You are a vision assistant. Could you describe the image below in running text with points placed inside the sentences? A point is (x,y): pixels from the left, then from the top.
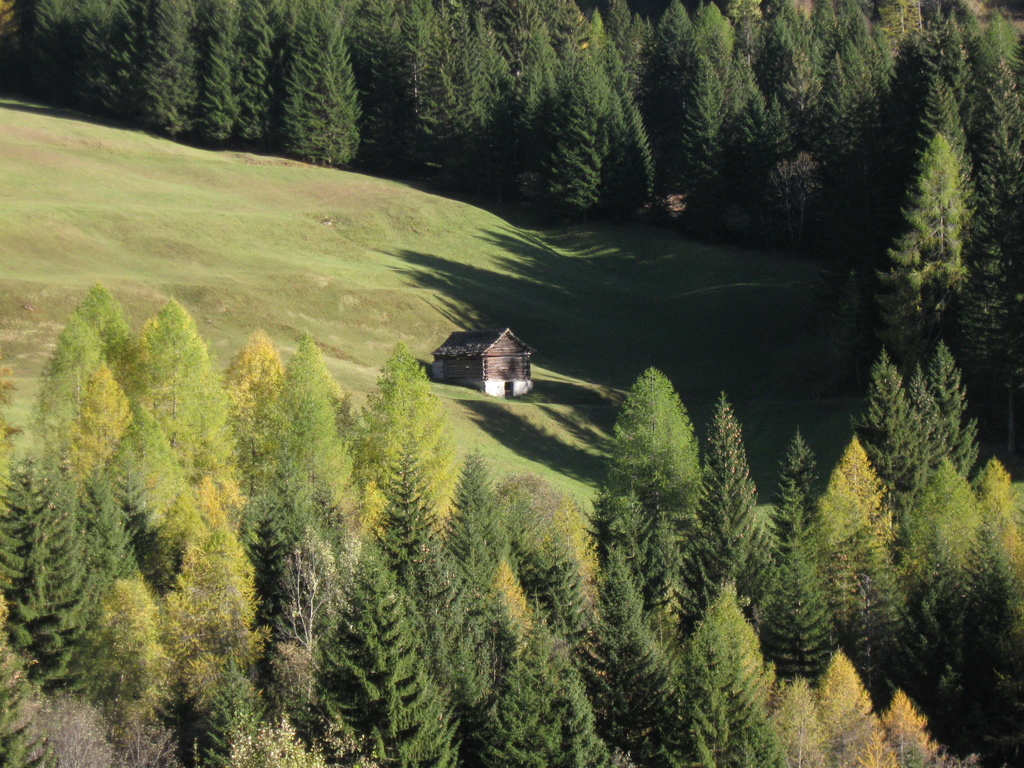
In this picture there is a house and there are trees (1000,556). In the middle (583,261) there is grass (57,340).
